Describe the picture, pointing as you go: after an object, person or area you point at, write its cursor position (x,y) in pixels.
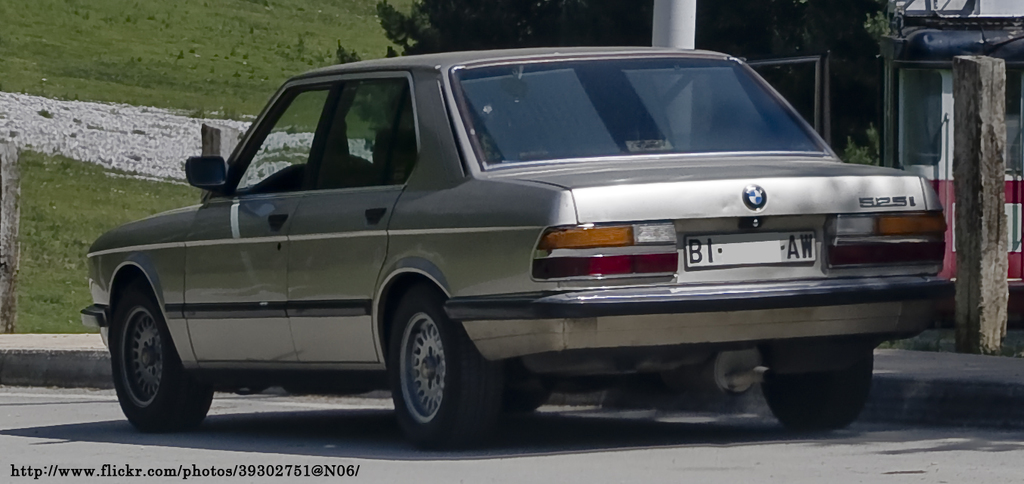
In this image I can see a car (440,238) which is grey, yellow, red and white in color is on the road (604,427). In the background (81,195) I can see some grass (107,216) on the ground (127,189), a metal pole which is white in color, few trees (610,1) which are green in color, a wooden pole (964,141) and another vehicle (949,195) which is red, black and white in color.
